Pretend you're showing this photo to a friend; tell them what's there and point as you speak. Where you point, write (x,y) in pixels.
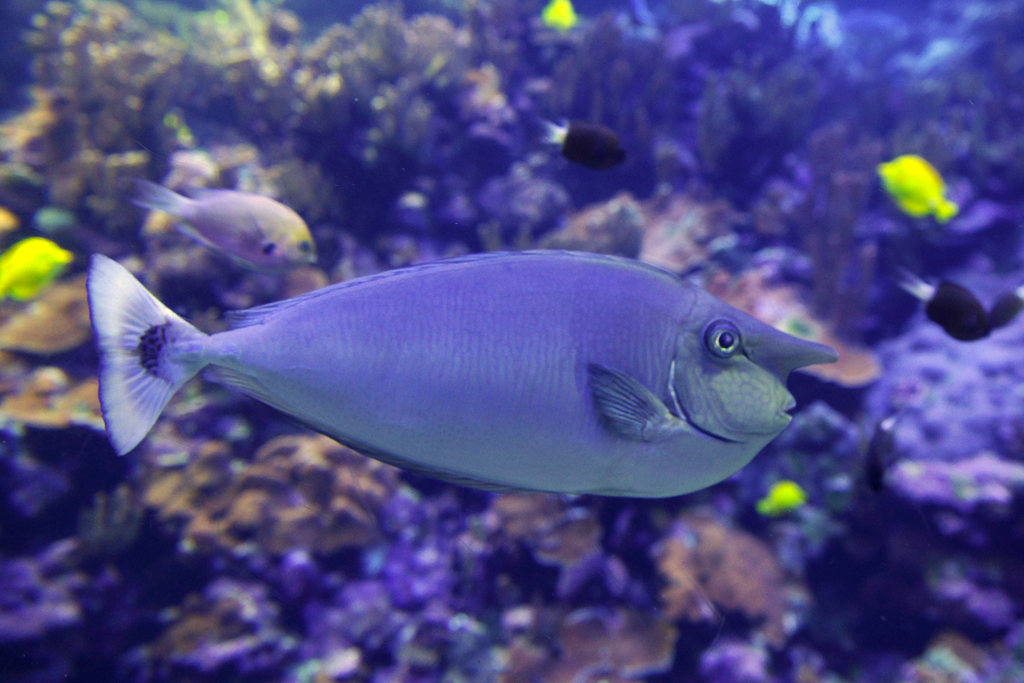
This image consists of a fish (470,348). It is clicked in the water (498,155). In the background (642,216), we can see the small plants (479,224) and fishes (64,250).
